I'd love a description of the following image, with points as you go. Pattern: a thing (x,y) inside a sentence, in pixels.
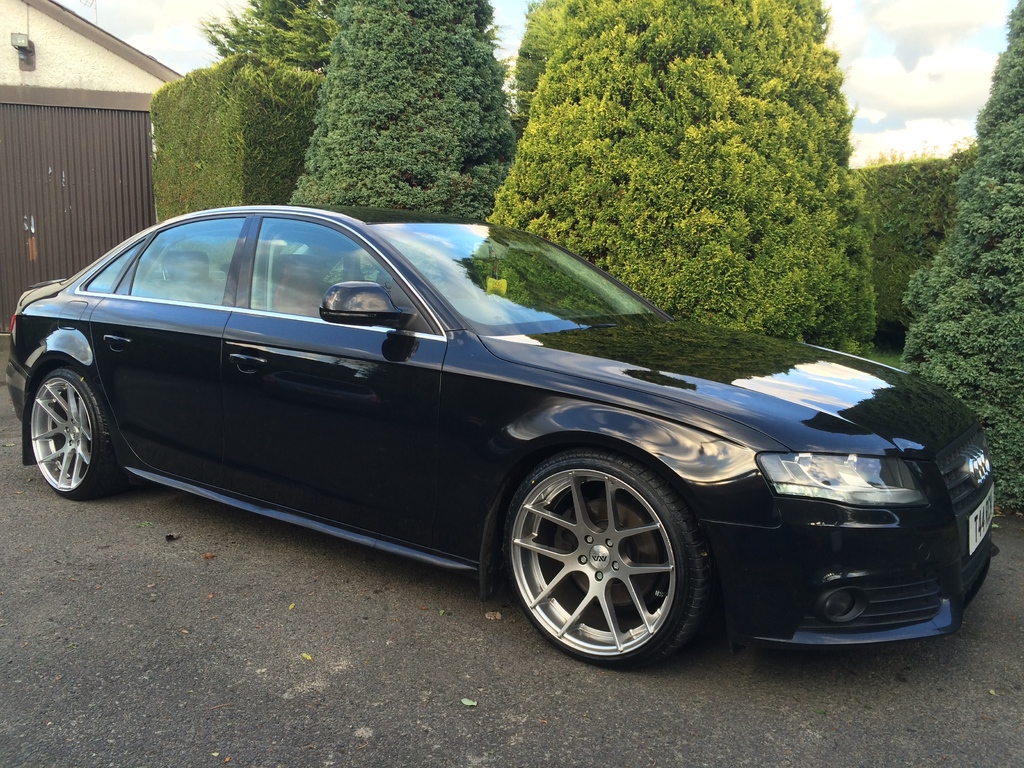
In this image I can see a black color car (500,481) on the ground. In the background (456,190) I can see a house (78,160), trees (677,222) and the sky (902,104).
